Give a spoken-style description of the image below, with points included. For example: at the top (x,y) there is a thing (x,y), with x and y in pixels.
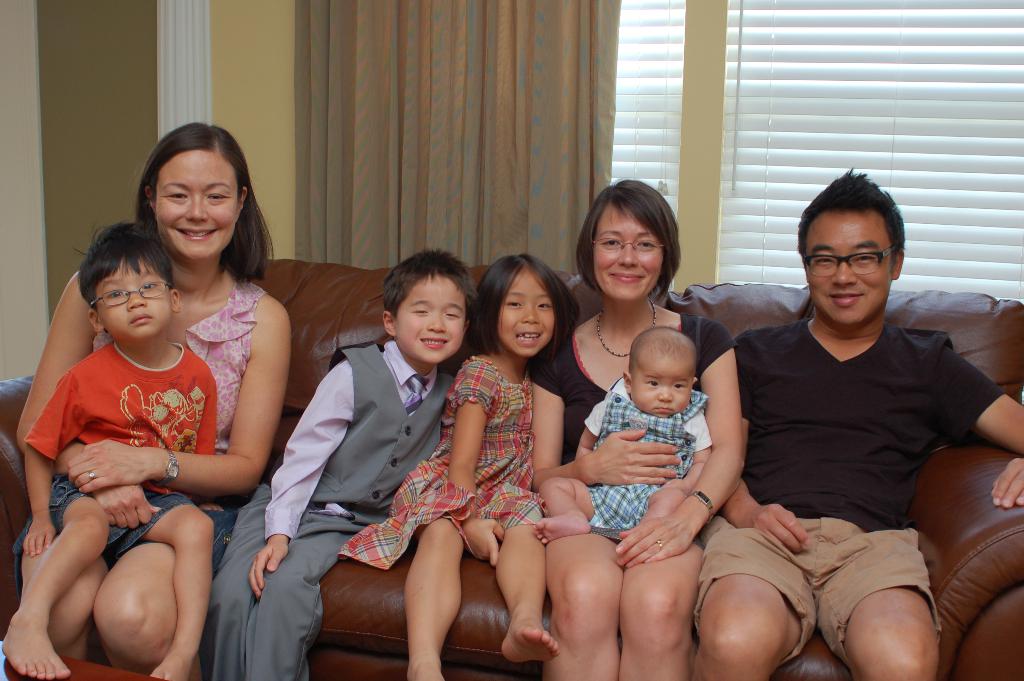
In this picture I can see there are two women (186,273) and a man (720,578) sitting on the couch (11,605) and in the backdrop (876,49) there is a window (628,59) and a curtain (482,65). The man (826,394) and woman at right (842,389) are wearing spectacles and there is a boy (130,350) at left (144,288) and he is also wearing spectacles (122,293).
